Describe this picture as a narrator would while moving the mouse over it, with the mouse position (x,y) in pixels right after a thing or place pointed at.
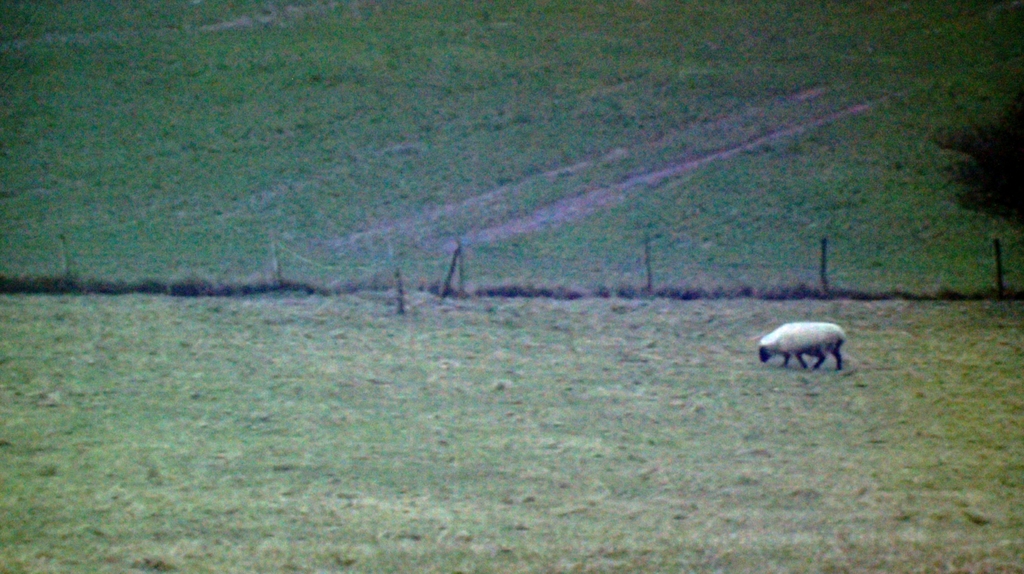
There is a big land (545,250) filled with a lot of grass (637,387) and a sheep (815,335) is grazing the grass (668,394).
